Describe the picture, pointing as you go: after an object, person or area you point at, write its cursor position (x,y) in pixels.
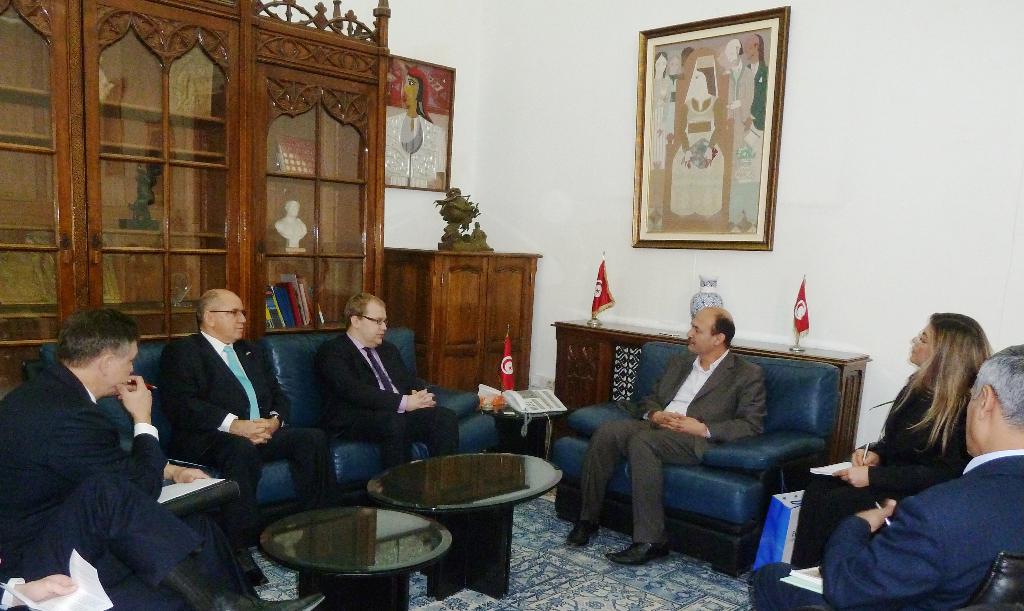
In this image I can see the group of people (251,504) sitting in front of the teapoy (436,546). To the back of this person (709,378) there are flags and a flower vase (704,285). in the back ground (388,136) there is a frame (704,128) attached to the wall (509,182) and a cupboard (290,270).
